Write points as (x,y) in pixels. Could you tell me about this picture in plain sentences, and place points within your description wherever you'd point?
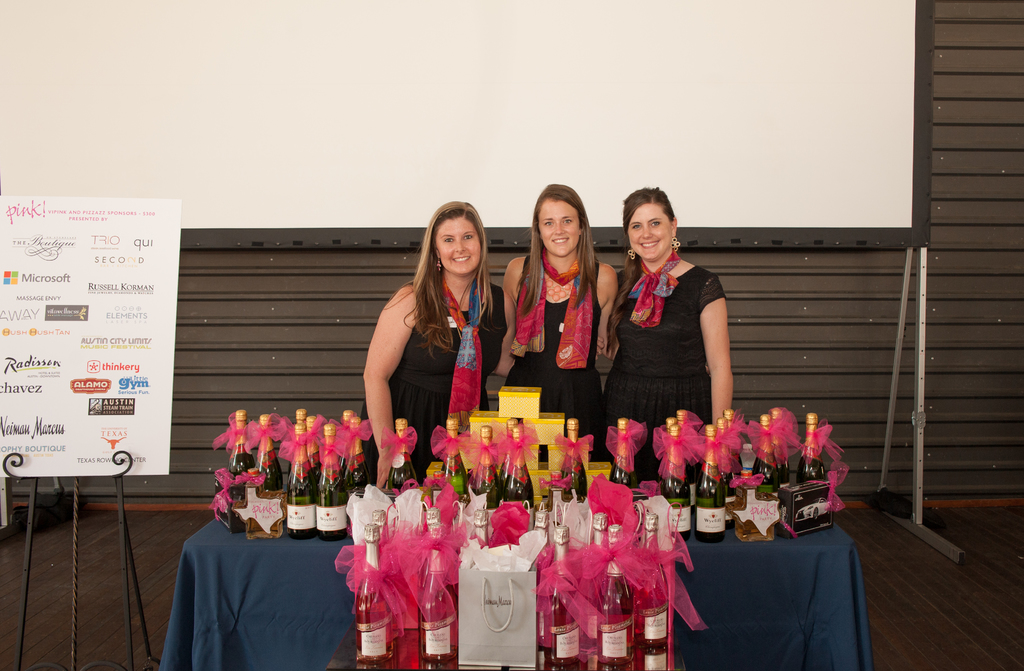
in this picture we can see three ladies (493,322) standing together we can also see the number of bottles (335,524) present on the table (324,557), we can also see the board (73,340) with the text (87,315) on it.
